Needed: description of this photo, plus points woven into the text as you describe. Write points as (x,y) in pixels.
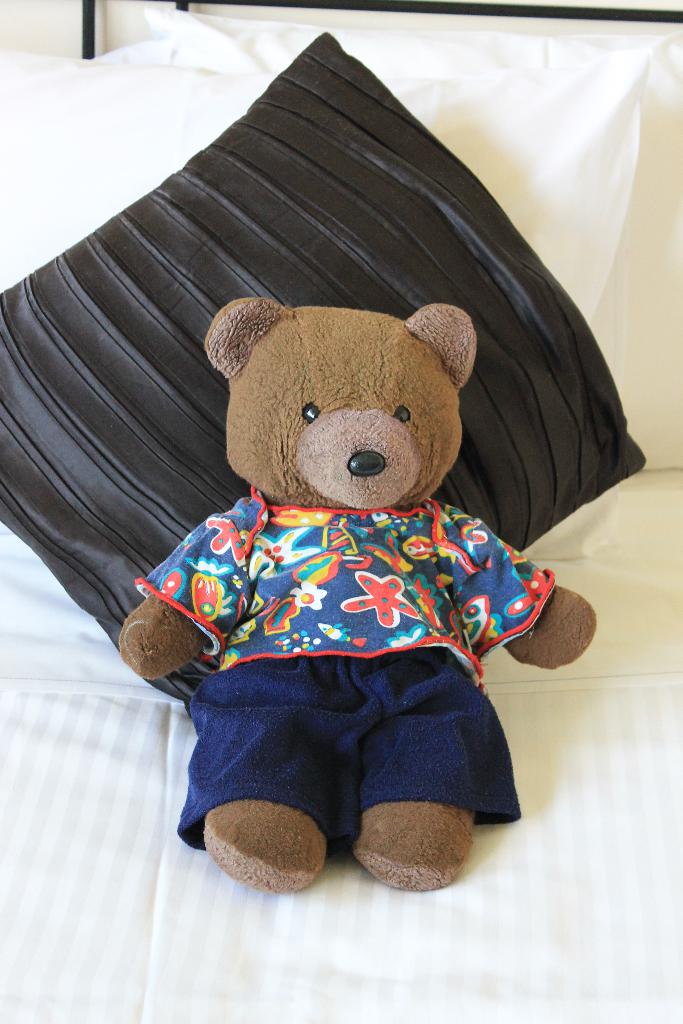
In this image we can see the doll (312,607) with clothes (325,638) on the bed (416,965) and there are pillows (412,184) and rods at the back (246,125).
